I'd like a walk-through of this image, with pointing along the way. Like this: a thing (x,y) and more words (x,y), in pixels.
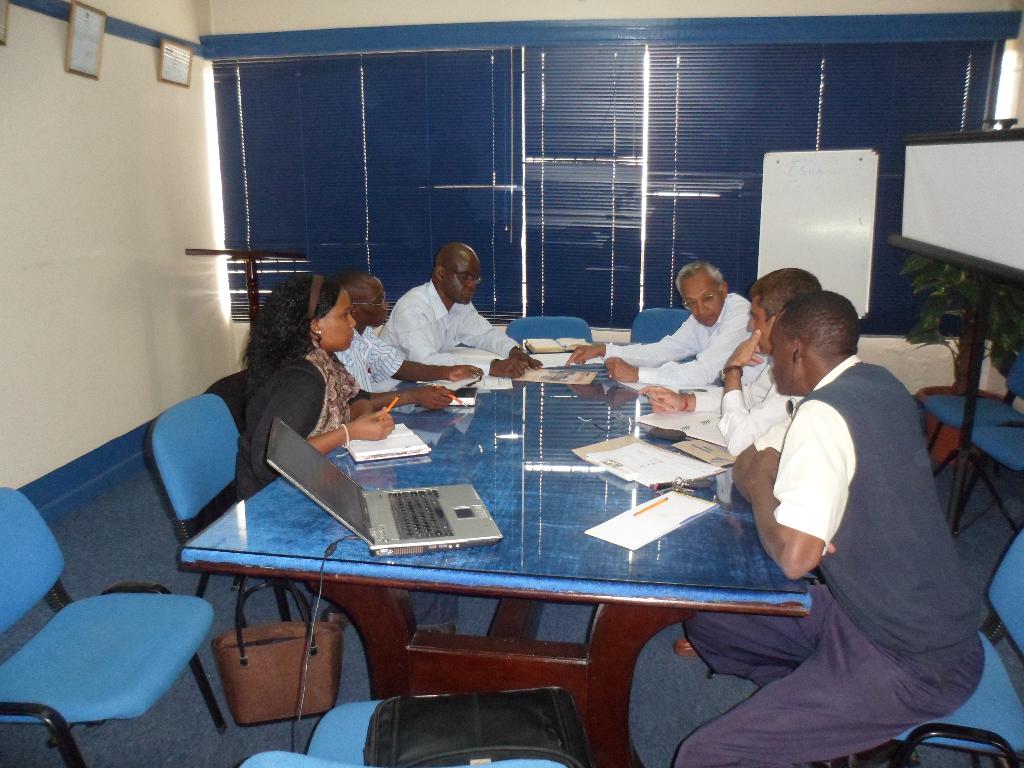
This is the picture inside of the room (217,621). There are group of people (256,417) sitting around the table (242,525). There is a laptop (381,496), papers (695,507), keys (679,489), pens (682,522), books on the table (474,409). at the bottom (265,649) there is a bag (253,702). At the back (457,211) there is a window (534,143). At the left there is a frames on the wall (55,188). At the right (830,242) there is a board (834,255).
